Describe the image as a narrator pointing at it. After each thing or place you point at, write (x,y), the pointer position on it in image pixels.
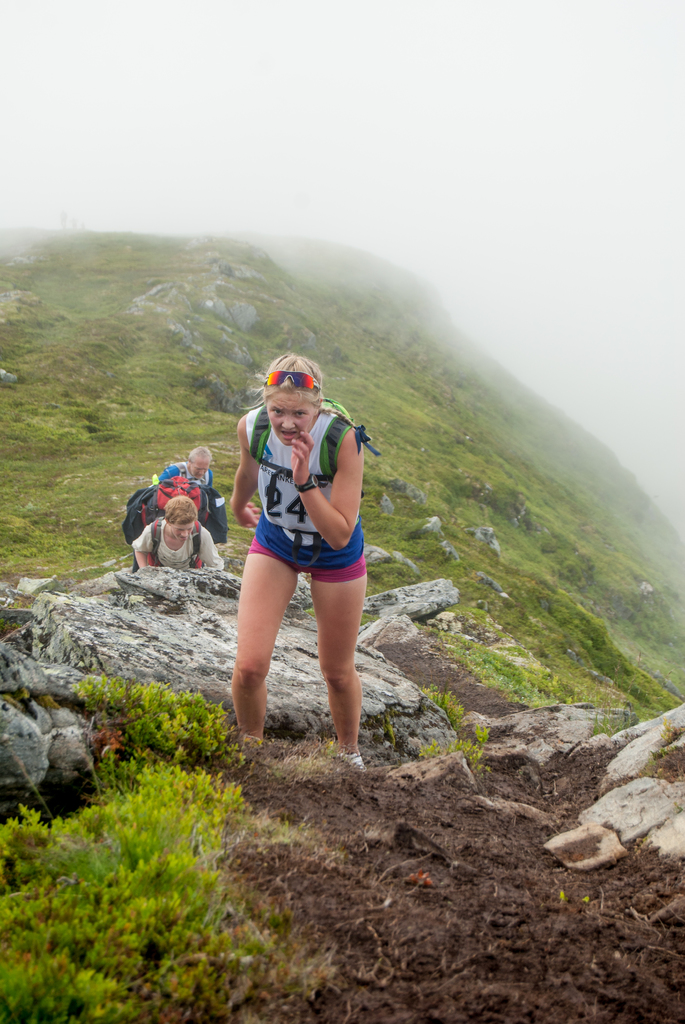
In this image, we can see persons (300,516) on the hill (47,472). There are some plants (180,877) in the bottom left of the image (184,925). There is a sky (398,166) at the top of the image (387,122).
